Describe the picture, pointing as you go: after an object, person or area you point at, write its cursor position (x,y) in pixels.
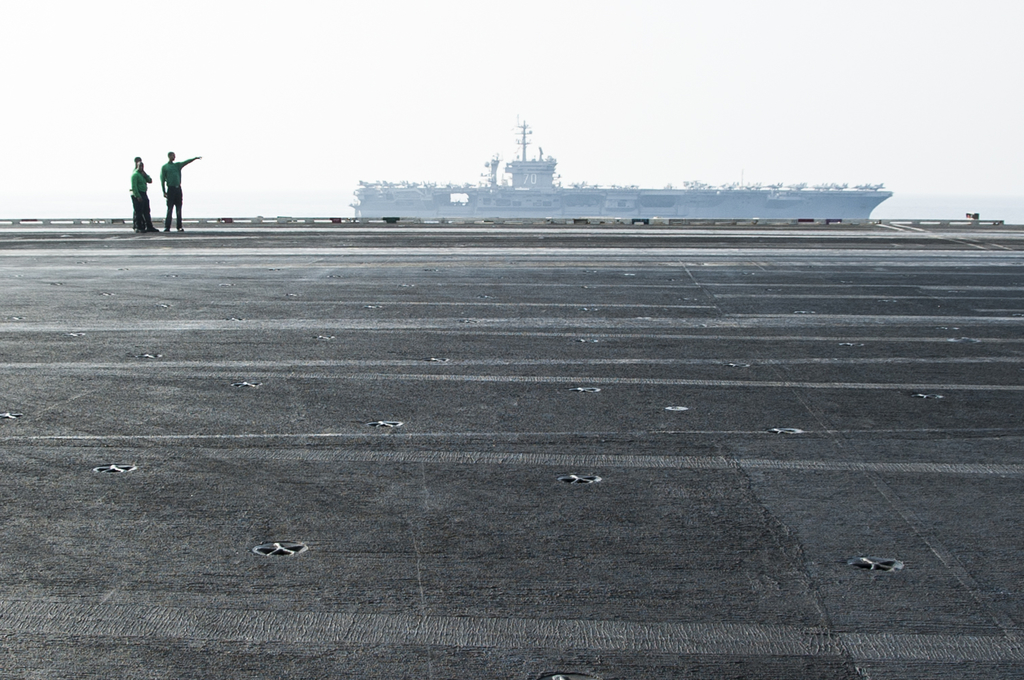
In this image I can see few people (147,215) with green and black color dresses (147,208). These people (145,215) are standing on the grey color surface (481,311). In the background (728,214) I can see the ship (406,213) and there is a white sky (573,104) in the back (639,113).
